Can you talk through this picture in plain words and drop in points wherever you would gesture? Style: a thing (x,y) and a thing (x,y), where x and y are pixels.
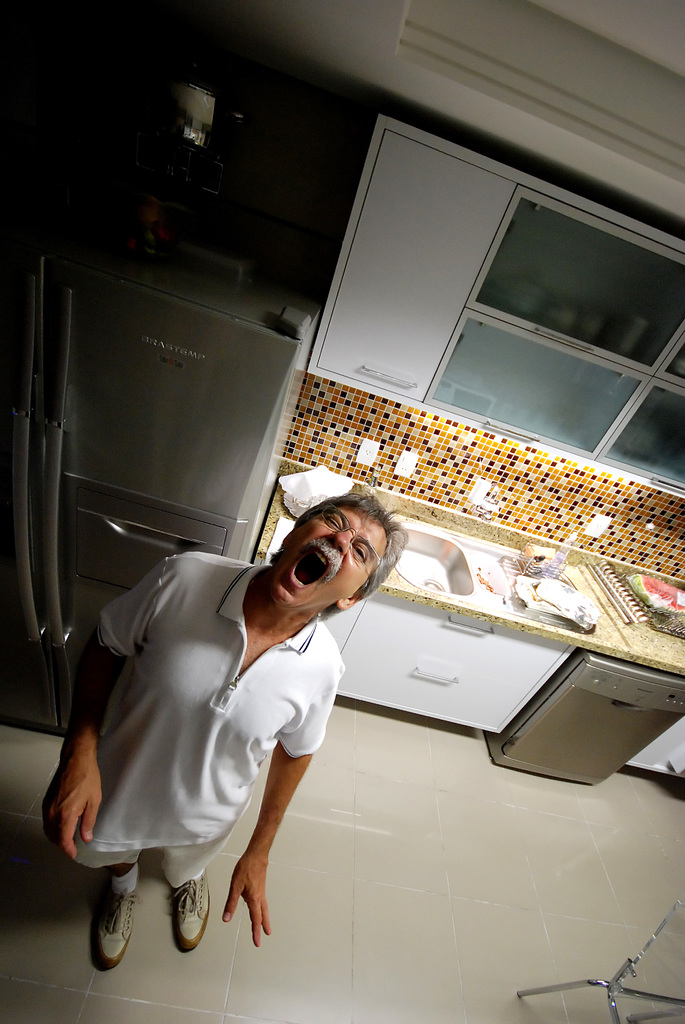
In this image we can see a man (244,685) is standing on the white surface (377,971). He is wearing white color t-shirt (222,740). Behind him refrigerator (222,398), cupboard (516,315) and kitchen counter (669,639) is there. On kitchen counter (411,594) things (564,592) are kept and sink (465,580) is there. Right bottom of the image (620,972) one chair (623,993) is present.
